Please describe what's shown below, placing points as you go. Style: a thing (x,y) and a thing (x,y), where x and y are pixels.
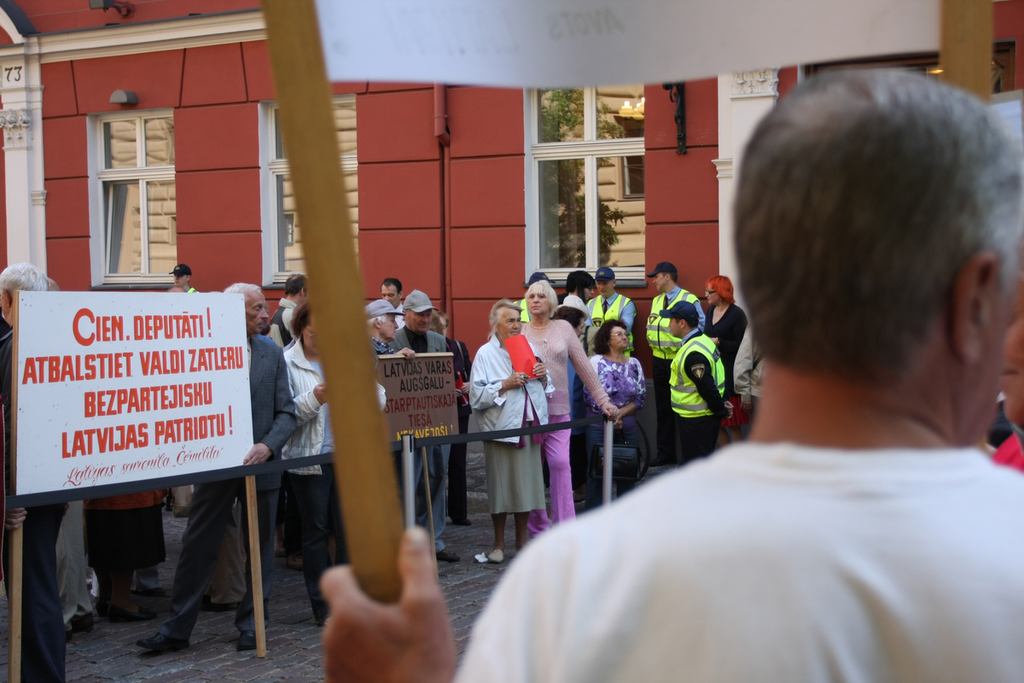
In this picture, we see people (288,452) and the police officers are standing on the road (470,499). The man (264,375) in blue blazer (271,426) is holding a whiteboard (175,388) with some text (134,441) written on it. In the right bottom of the picture (784,575), the man (745,577) in white T-shirt (670,512) is holding a white board (353,33) in his hand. In the background (392,238), we see a building (231,185) in red color and windows (641,209).
